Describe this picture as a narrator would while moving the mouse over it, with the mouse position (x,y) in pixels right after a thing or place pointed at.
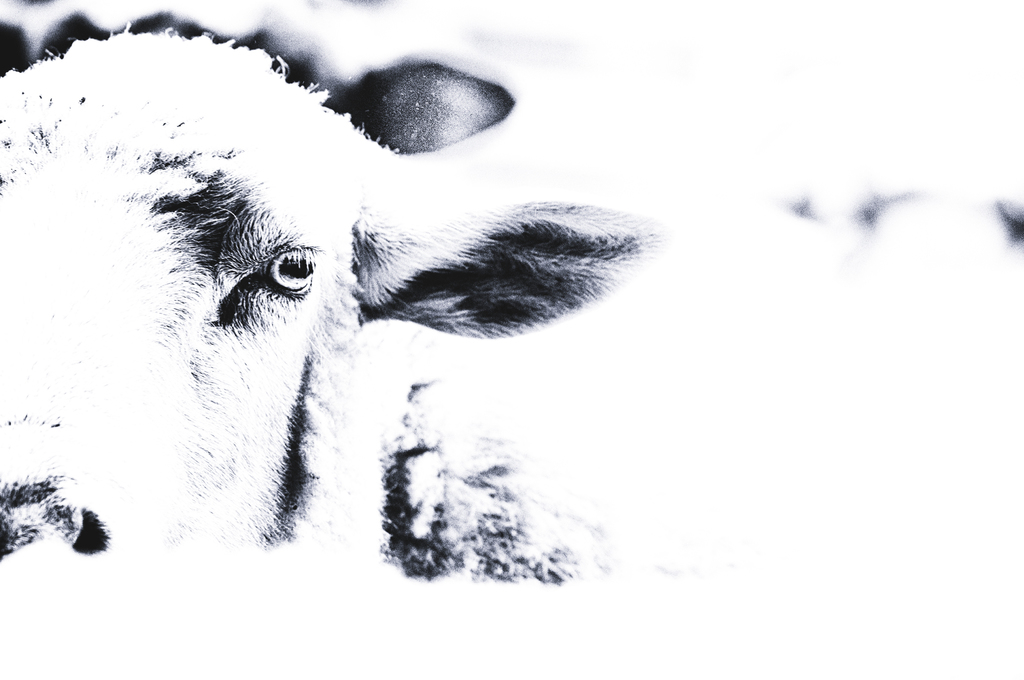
There is an animal (162,325) in the left corner (203,288).
